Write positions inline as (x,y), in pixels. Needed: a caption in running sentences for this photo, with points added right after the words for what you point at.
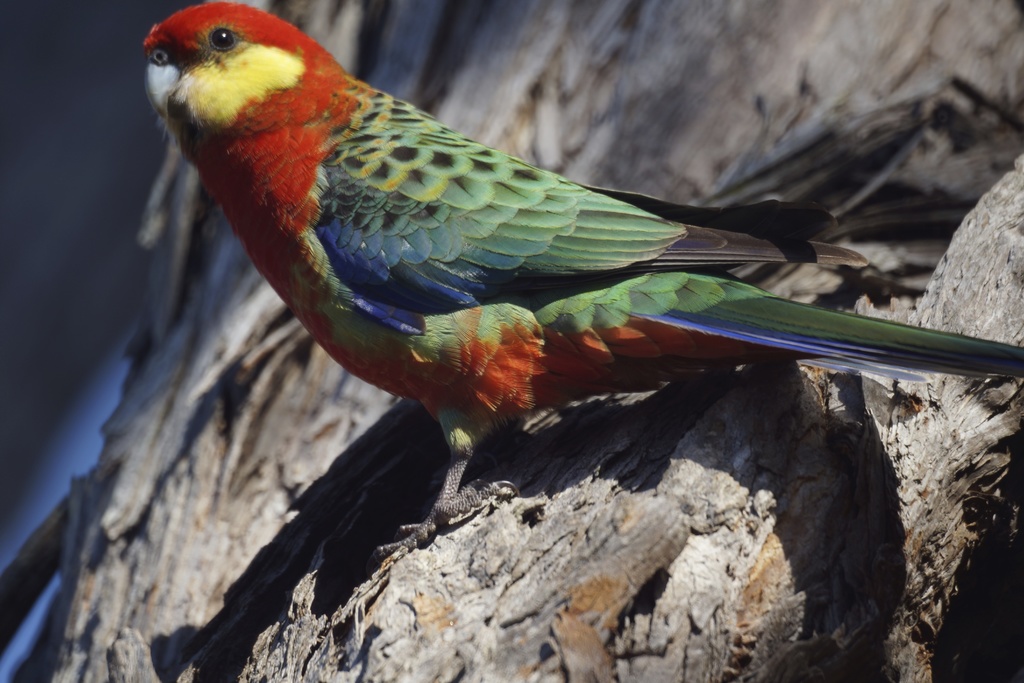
In this image we can see a bird (312,290) on the branch (262,298) of a tree (262,298).
